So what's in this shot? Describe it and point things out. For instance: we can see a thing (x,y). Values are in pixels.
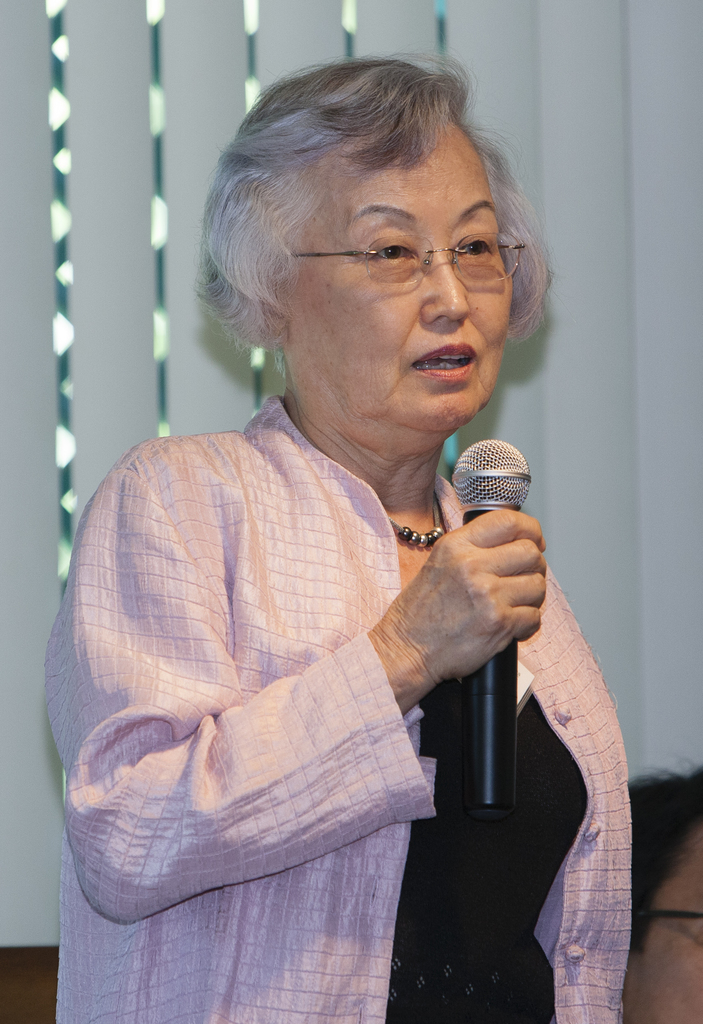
In this image there is a lady (286,857) wearing a pink jacket (293,705) is talking something as her mouth (422,369) is open. She is holding a mic (492,462) she is wearing glasses (399,264). She is having white hair (260,202). In the background (131,195) there are lights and a white wall (26,208).
